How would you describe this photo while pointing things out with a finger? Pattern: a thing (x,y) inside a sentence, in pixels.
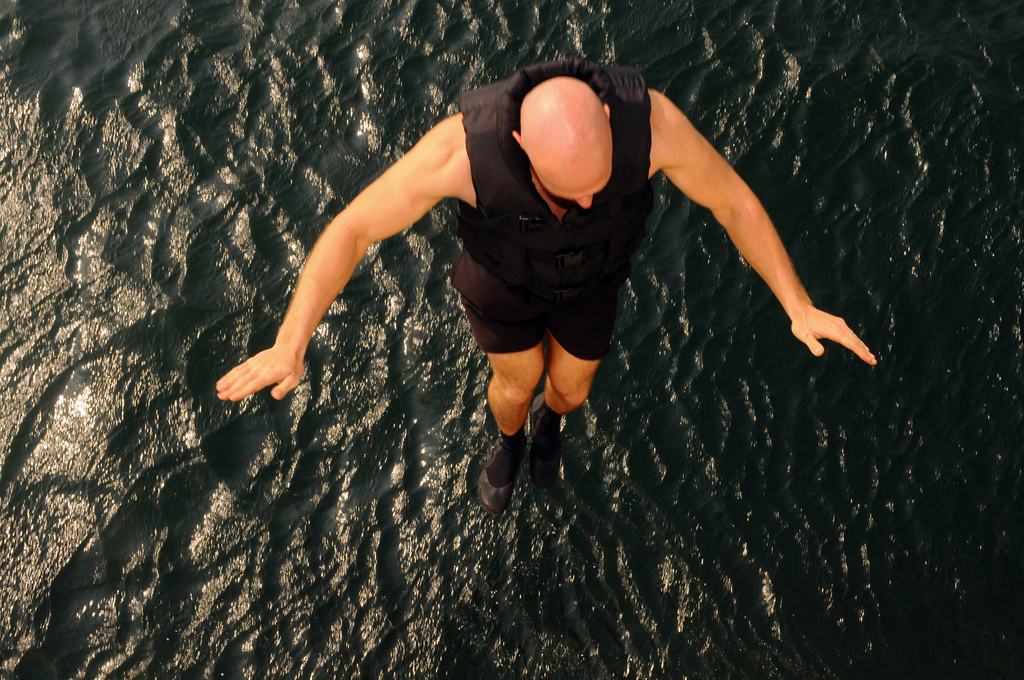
In the center of the image (535,265) we can see a man (503,172) jumping into the sea (577,547). He is wearing a black jacket (519,263). At the bottom (353,532) there is a sea (356,546).
